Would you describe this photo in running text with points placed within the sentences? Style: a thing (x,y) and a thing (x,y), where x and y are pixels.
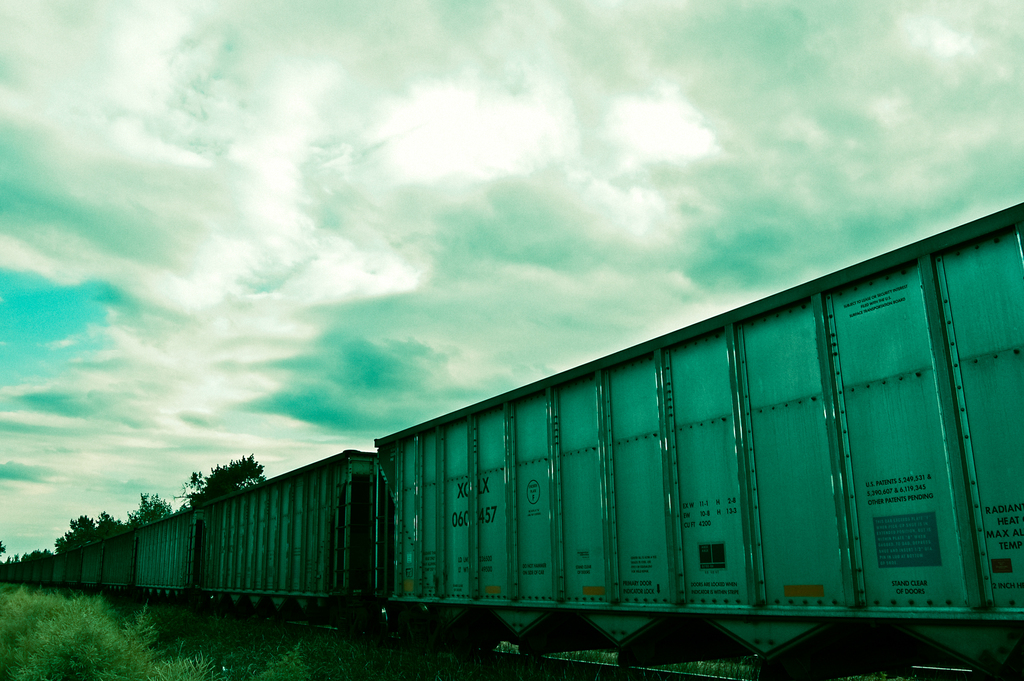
In this image there is a goods train (399,566) on the railway track (320,627). There are plants (97,608) on either side of it. At the top (270,221) there is the sky (190,272) with the clouds (280,235).
